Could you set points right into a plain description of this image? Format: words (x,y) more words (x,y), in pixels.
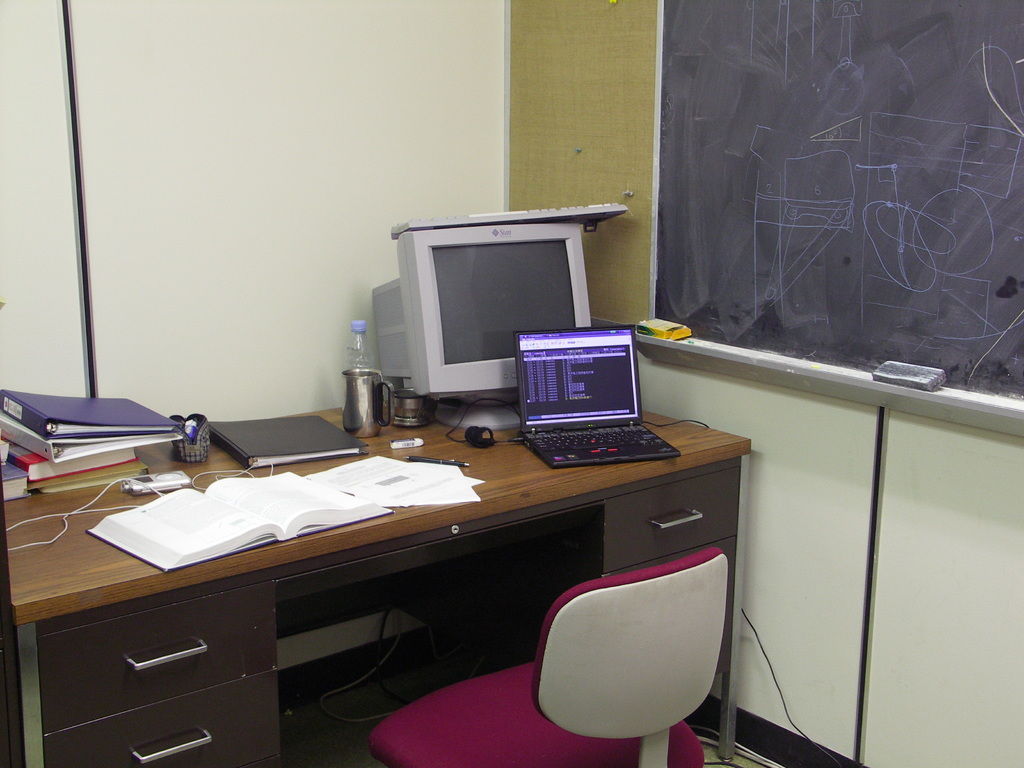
In this image I can see a laptop (594,422), system (518,288), books (218,490), flask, glass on the table (493,462). And there is a chair (464,705) in front of the table (317,545). There is a board (710,144) attached to the wall (185,174).
